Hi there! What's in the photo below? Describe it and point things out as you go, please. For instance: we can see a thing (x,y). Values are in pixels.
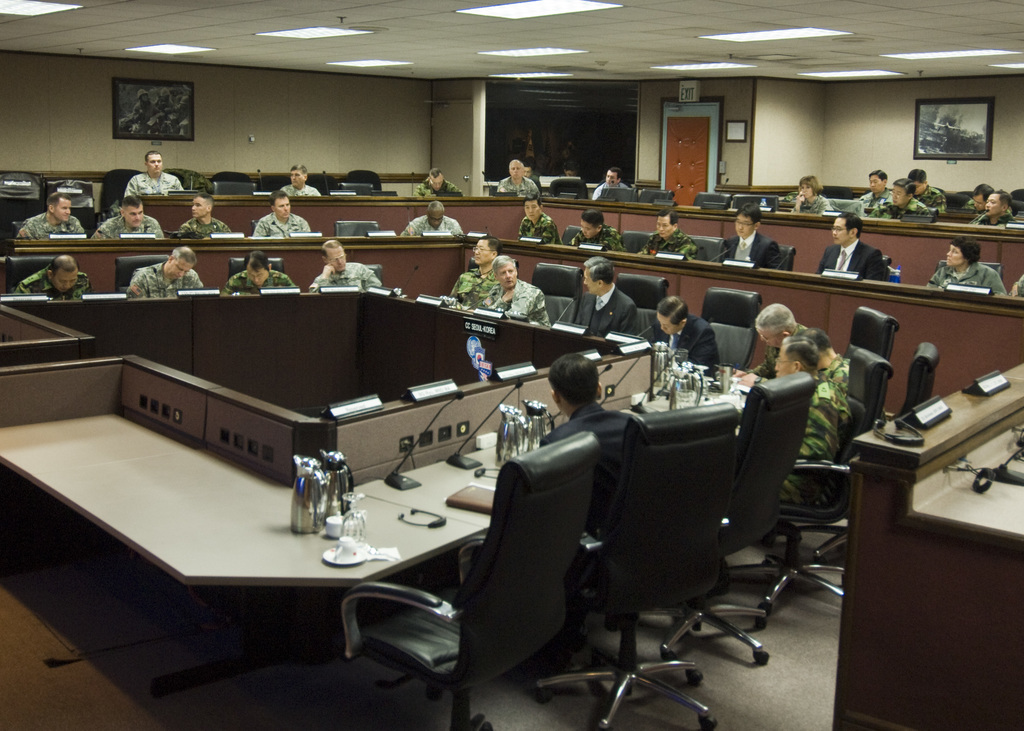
We can see frames (965,132) over a wall (63,83). This is a door (678,136). At the top (689,62) we can see ceiling (702,42), lights (771,34) and exit board (685,101). Here we can see all the persons (589,412) sitting on chairs (860,356) in front of a table (422,492) and on the table (448,484) we can see mikes (451,460), jars (335,481), cups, saucers (350,555), tissue paper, bottles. This is a floor (580,693).
